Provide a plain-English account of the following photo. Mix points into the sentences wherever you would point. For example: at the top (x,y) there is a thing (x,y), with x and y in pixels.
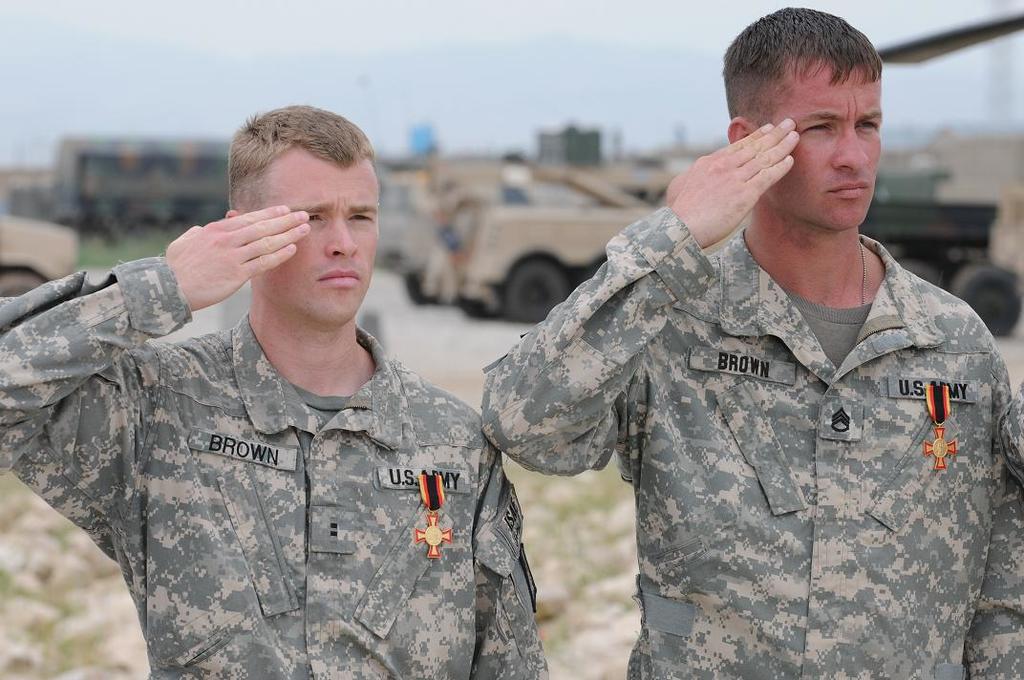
In this picture there are two persons (736,497) standing. They are soldiers (726,491). In the background (544,226) there are some vehicles (67,202). We can observe sky (326,52) here.
